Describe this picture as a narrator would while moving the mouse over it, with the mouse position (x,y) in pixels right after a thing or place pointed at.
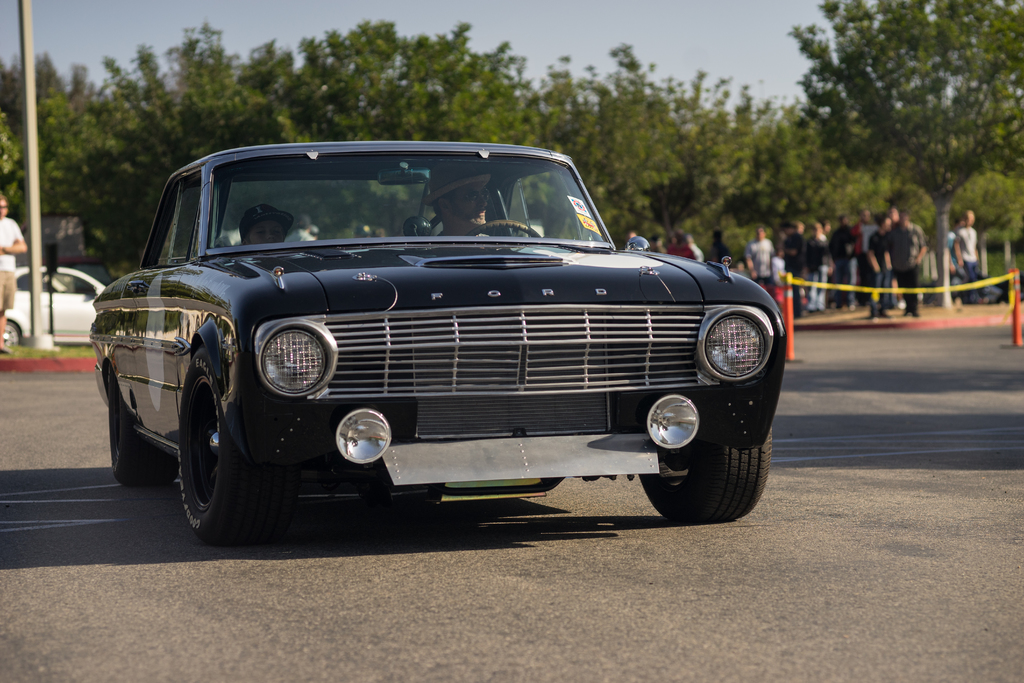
In the center of the image (391,353) there is a car (299,451) on the road (361,568). In the car (312,475) we can see persons (472,224). In the background (697,142) there are persons (9,282), car (20,288), pole (29,237) and trees (152,111).
